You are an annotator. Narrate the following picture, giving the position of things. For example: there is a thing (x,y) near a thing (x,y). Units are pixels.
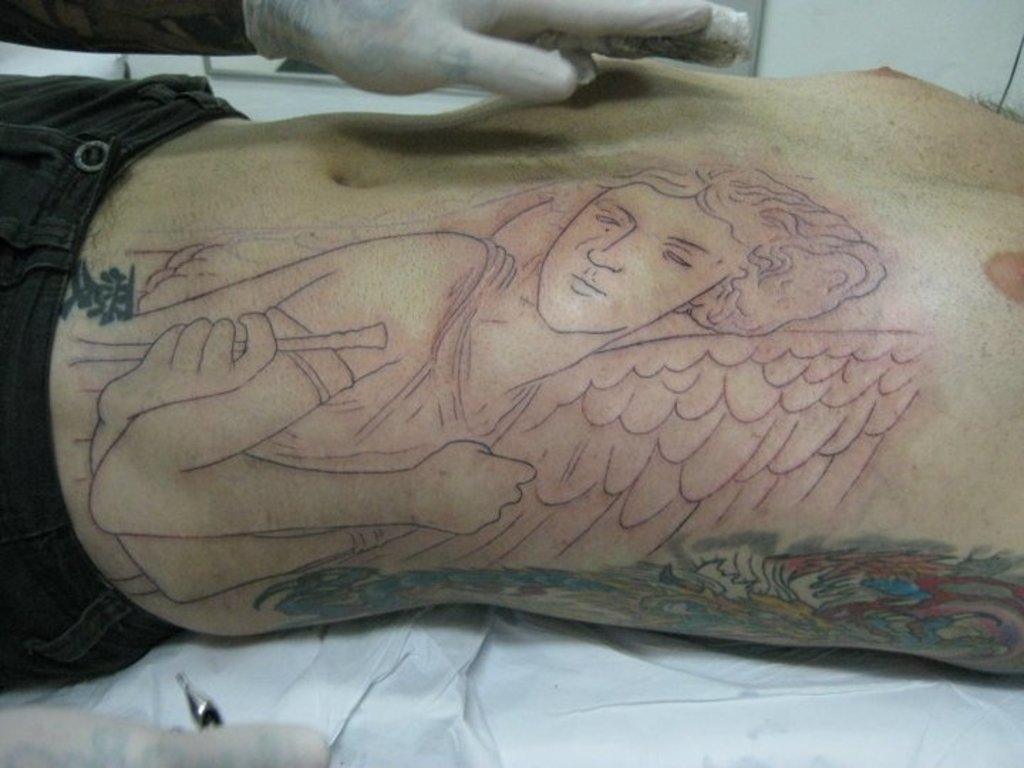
In this picture I can see a man (526,379), who is lying and I can see tattoos (507,313) on his body (401,372) and I can see a person's hand (314,58) on the top of this picture (257,16).
